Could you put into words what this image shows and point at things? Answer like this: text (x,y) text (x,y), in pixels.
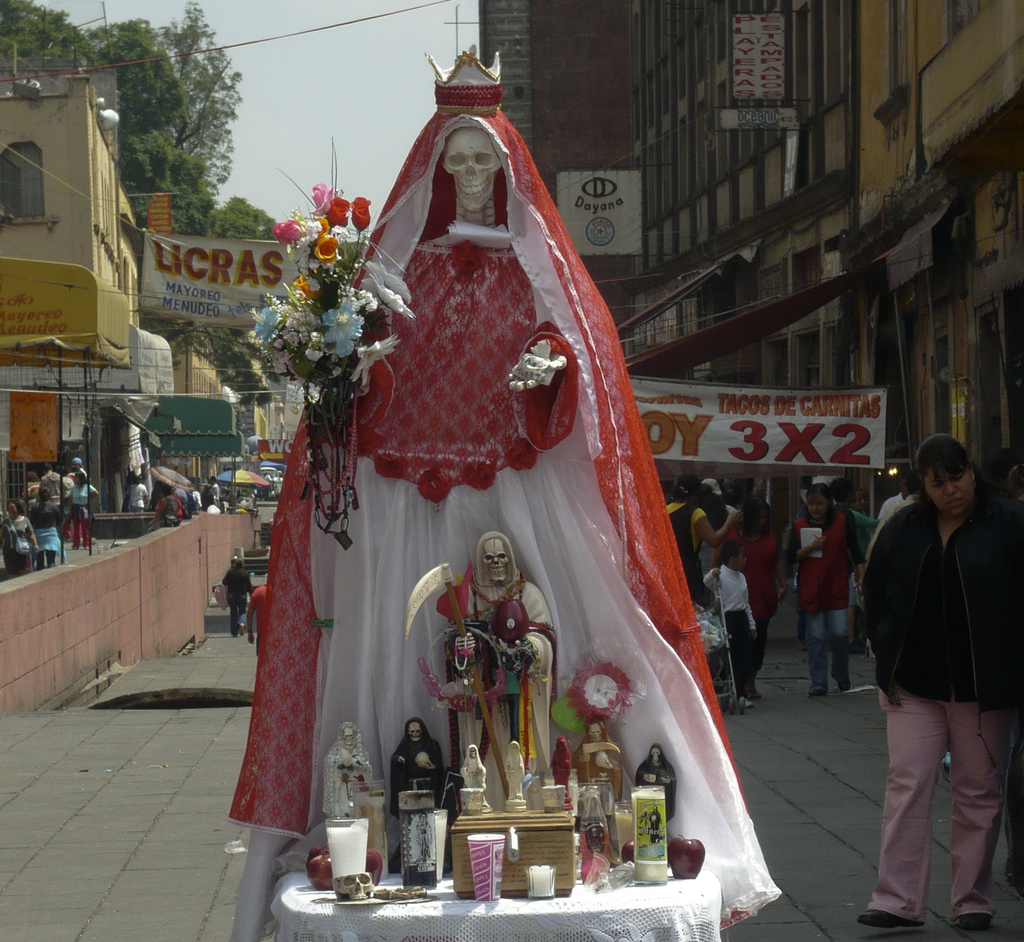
In this image there is a statue (425,515), in front of the statue (574,587) there are a few dolls (498,602) arranged, behind the statue (589,492) there are a few people (841,557) standing and walking on the road (780,694) and there are a few banners (734,441) and stalls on the road (815,722). In the background (971,41) there are buildings (118,190), trees (203,151) and the sky (263,186).
